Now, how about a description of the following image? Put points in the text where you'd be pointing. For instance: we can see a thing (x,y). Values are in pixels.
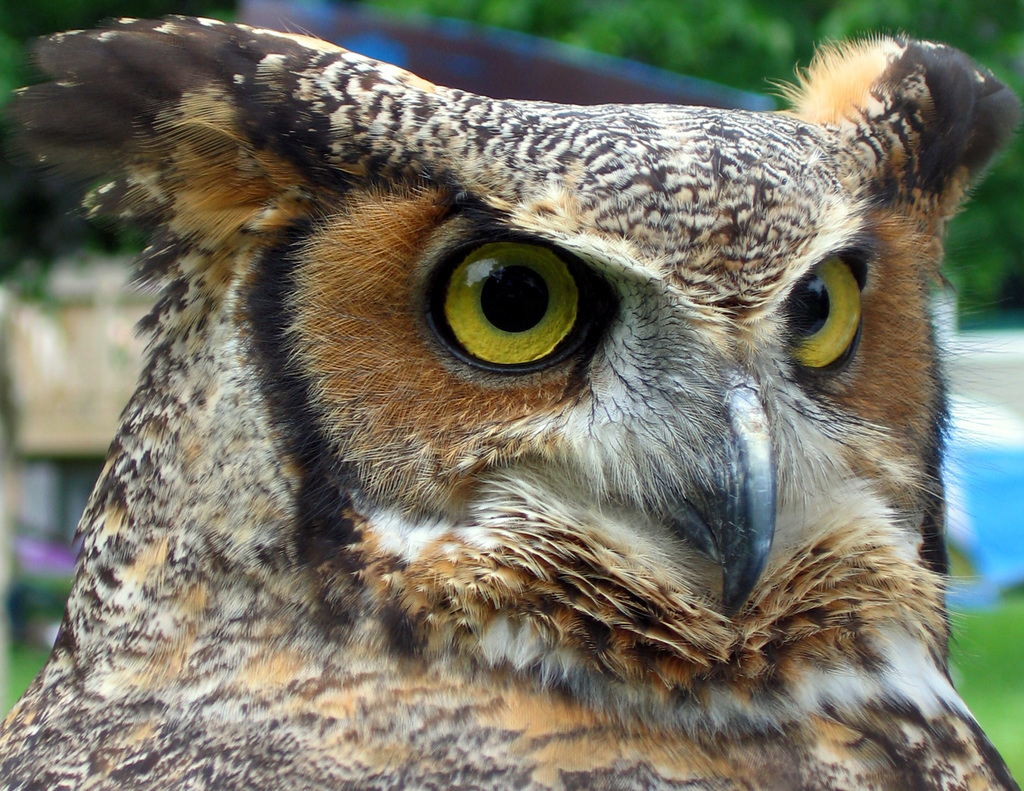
In this image there one owl (460,583) at middle of this image (479,461), and there are trees (815,18) in the background (777,48).
